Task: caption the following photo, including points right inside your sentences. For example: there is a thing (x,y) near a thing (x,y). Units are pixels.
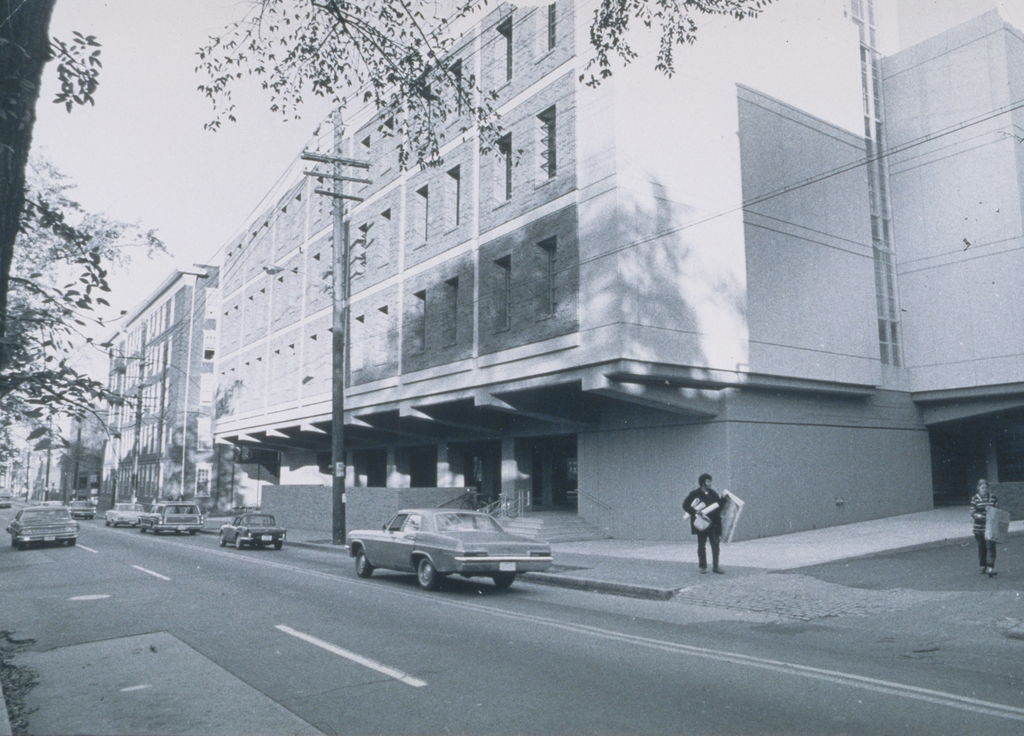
In this picture I can see buildings (549,299), poles (339,432) and vehicles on the road (258,582). On the right side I can see people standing on the ground (869,584). On the left side (257,167) I can see tree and the sky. This picture is black and white in color.
